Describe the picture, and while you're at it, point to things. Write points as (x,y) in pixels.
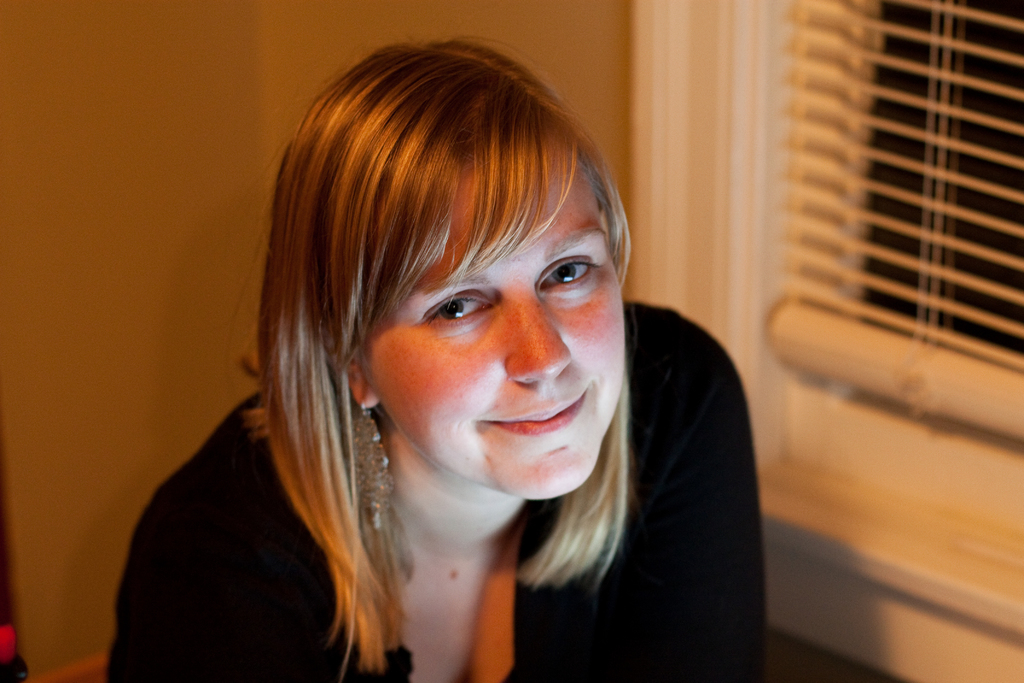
In this image there is a lady (278,501) she is wearing black color dress (661,420), on the right (749,84) there is a window (831,256), in the background (195,52) there is a wall (21,549).
